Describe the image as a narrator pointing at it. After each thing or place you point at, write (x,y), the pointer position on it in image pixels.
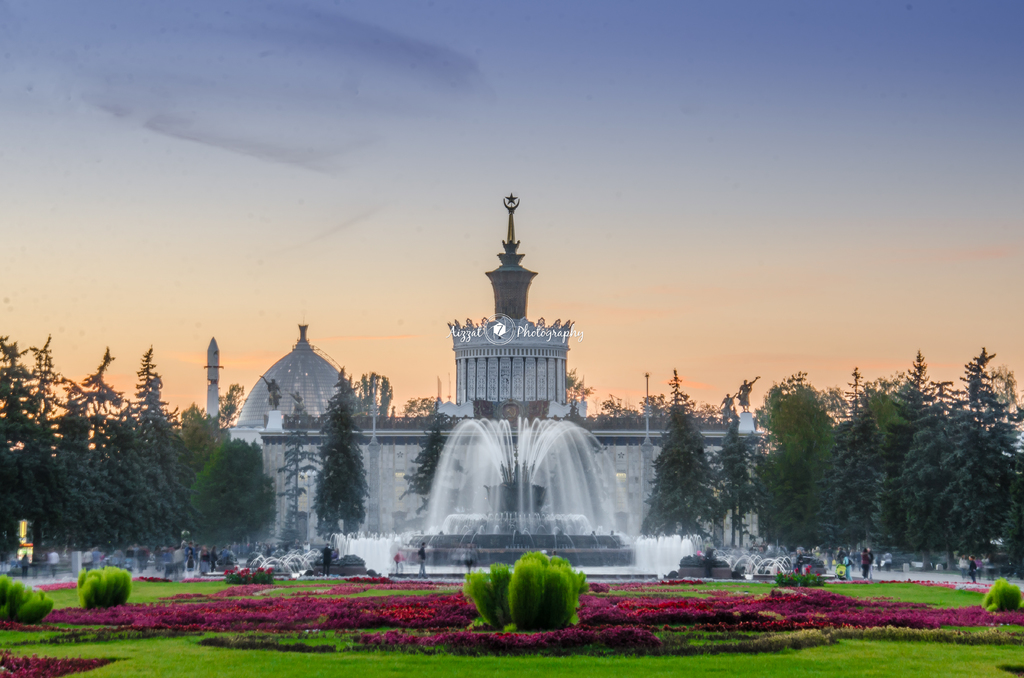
In the image we can see the ground (415,590) is covered with grass (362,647) and in between there are plants (532,580). Behind there is a water fountain (506,498) and there is building (307,381). There are lot of trees (81,455) on both the sides of the building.
